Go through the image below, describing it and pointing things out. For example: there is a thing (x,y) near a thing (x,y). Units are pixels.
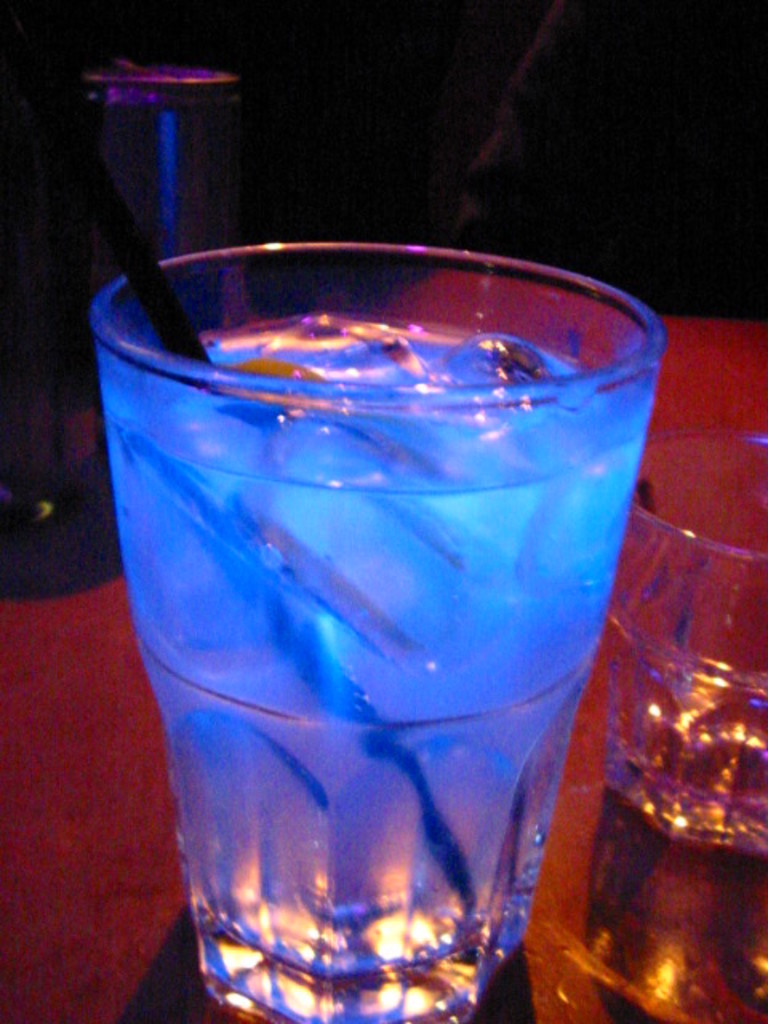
Here we can see a glass (310,605) with liquid (249,568), ice cubes (336,423) and a straw (284,603) in it on a platform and there is another glass (637,677), a person (499,105) and some other objects (203,170).
